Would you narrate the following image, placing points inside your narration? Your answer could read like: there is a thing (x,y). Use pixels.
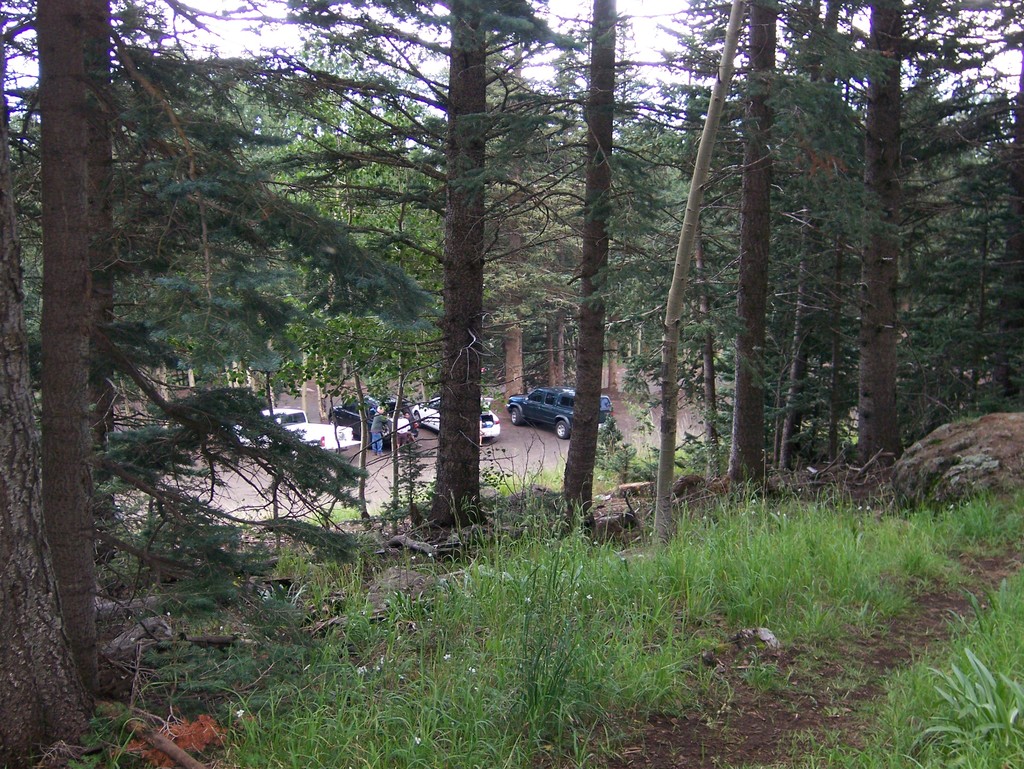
In this image we can see some vehicles (495,418), and persons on the road (384,481), there are some trees (320,456), plants (961,730), grass (354,706), also we can see the sky (784,54).
